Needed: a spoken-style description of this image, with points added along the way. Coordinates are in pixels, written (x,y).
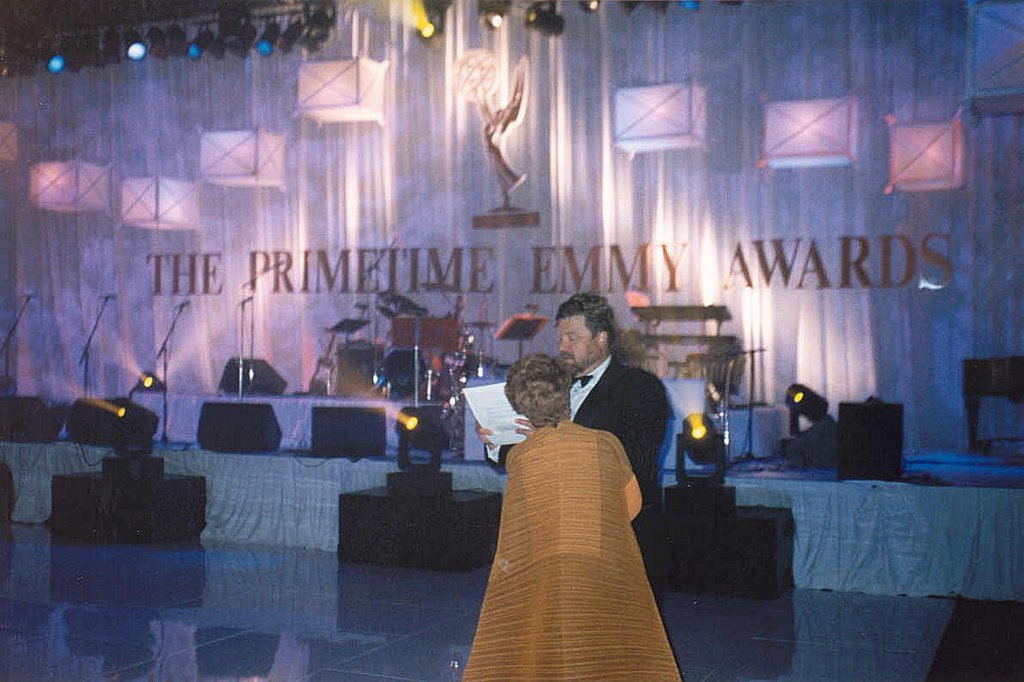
There is a man (634,430) holding a paper (510,412) and another person (544,457) in the foreground area of the image (512,530), there are chairs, mics (93,334), drum set (407,306), it seems like speakers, spotlights (110,41), lamps (305,96), text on the curtain (836,225) in the background (821,276).
